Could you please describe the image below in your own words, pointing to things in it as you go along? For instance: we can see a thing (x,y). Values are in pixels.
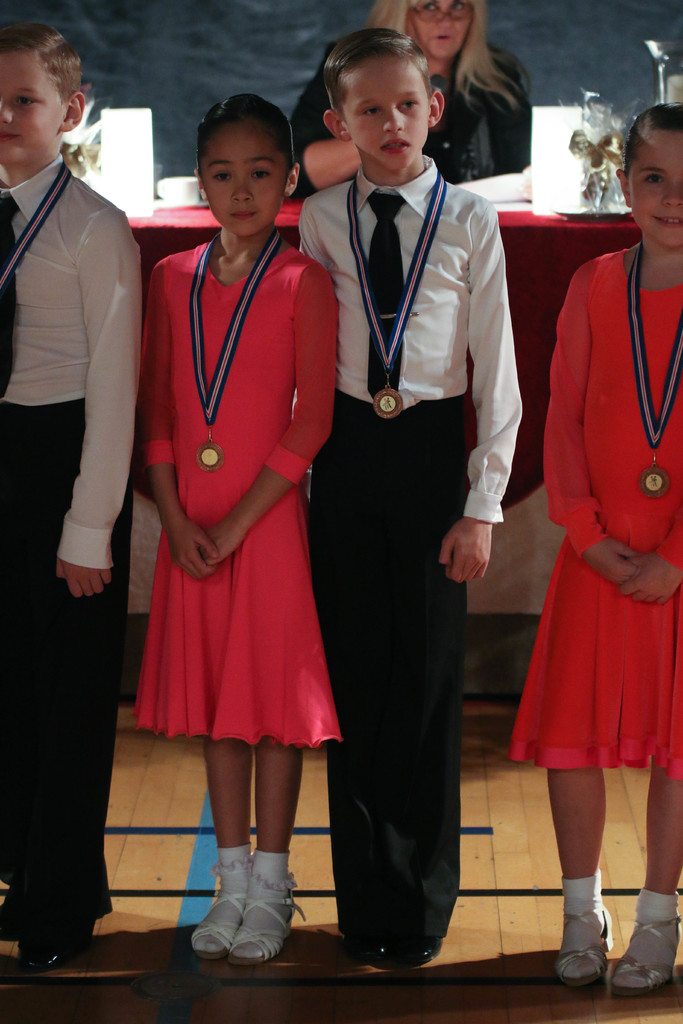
In this image there are four persons (330,493) with medals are standing, and in the background (544,152) there are some items (566,132) on the table (631,242), and there is a woman (351,149).
